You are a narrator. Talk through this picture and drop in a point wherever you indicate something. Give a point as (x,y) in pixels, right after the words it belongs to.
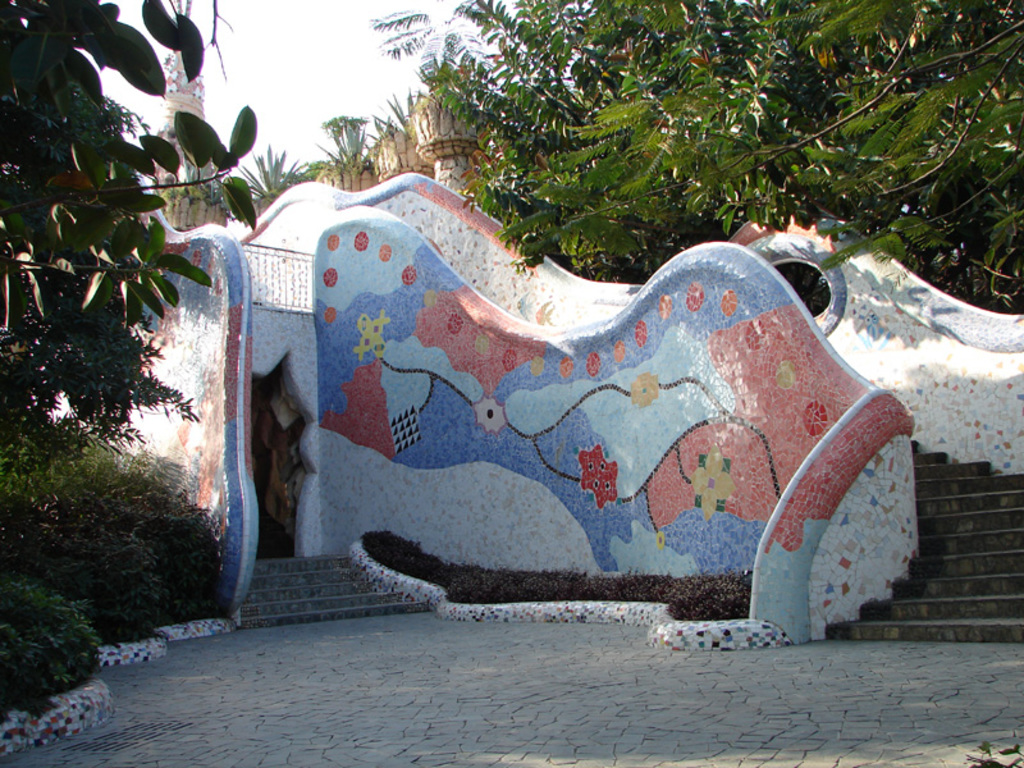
This picture is clicked outside. On the left corner (121,504) we can see a tree (75,400) and the plants (125,577) and some stairs (325,606). In the center (354,260) there is a castle (409,143) and we can see the wall (450,340) on which there are some paintings (560,432). On the right (963,466) there is a staircase (992,587). In the background (331,69) there is a sky (339,78) and the trees (676,91).
